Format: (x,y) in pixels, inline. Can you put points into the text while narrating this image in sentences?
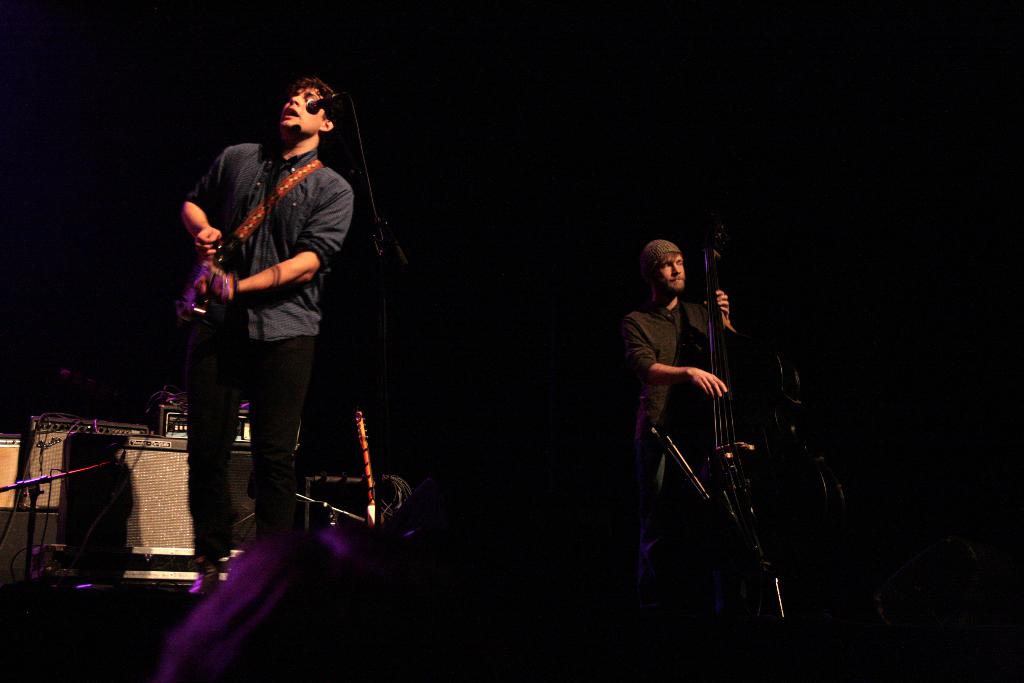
This person (294,260) is playing guitar (199,264) in-front of mic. This person (687,311) is also playing a double bass (764,530). These are electronic devices (161,485).
